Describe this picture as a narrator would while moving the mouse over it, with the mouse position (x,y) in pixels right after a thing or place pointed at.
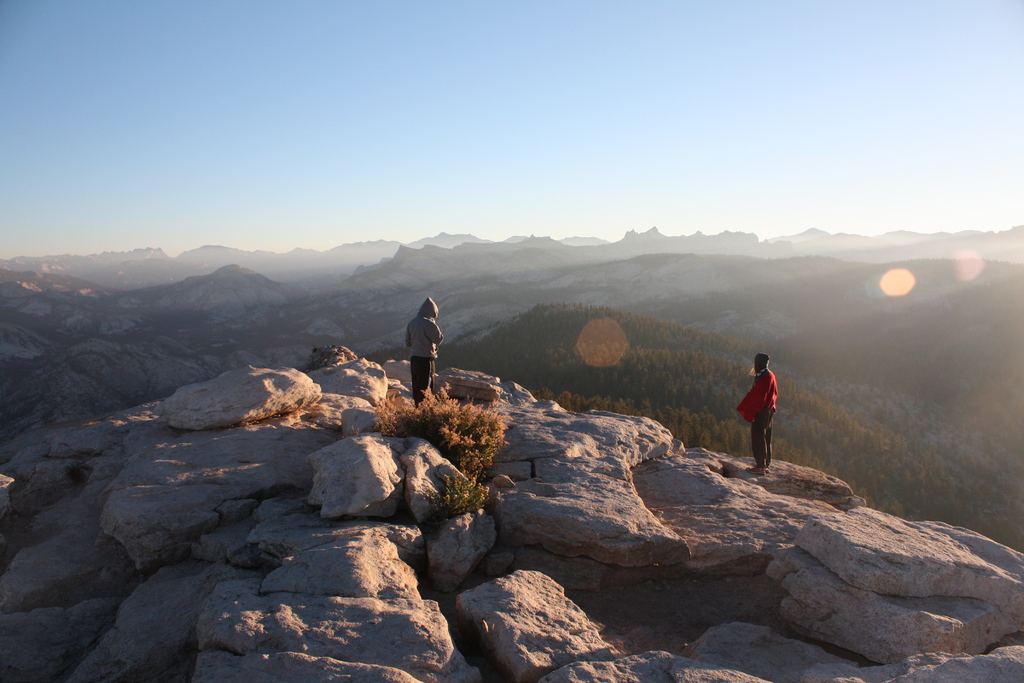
This image consists of two persons (769,458) standing on the mountain (292,484). At the bottom (198,591), there are rocks (455,579). In the background (392,299), there are mountains (418,291). At the top (343,121), there is a sky (343,121).
